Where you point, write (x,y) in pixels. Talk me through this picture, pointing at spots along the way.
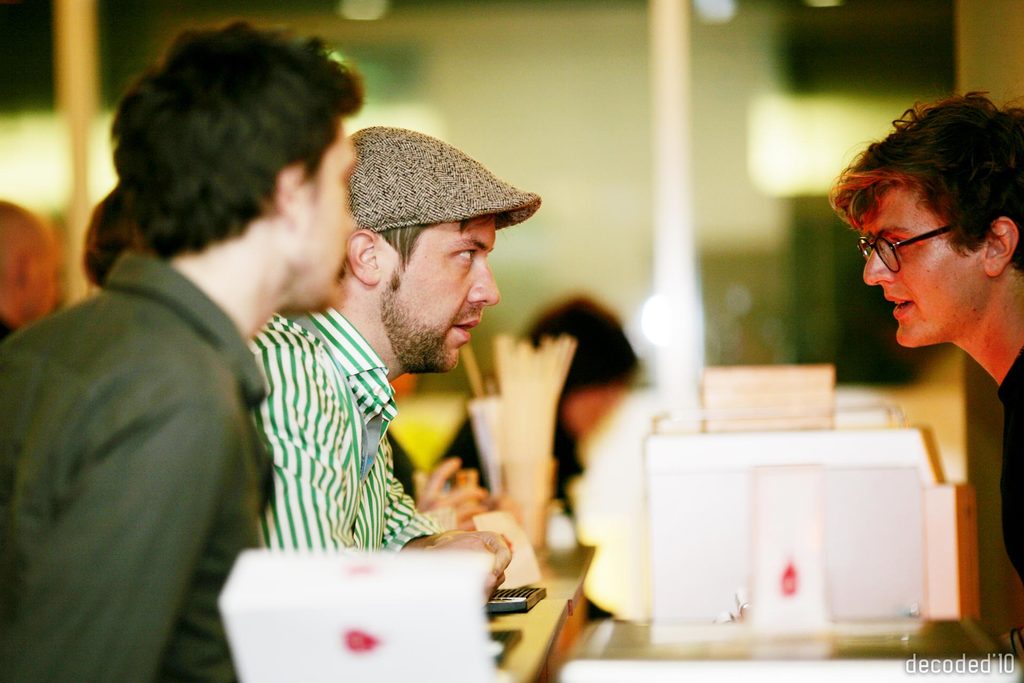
In the image, there are three men (150,411) talking to each other and one man (905,303) is on the right side (906,317) and the remaining two men (375,467) are opposite to him and the background (532,134) is blurry.
